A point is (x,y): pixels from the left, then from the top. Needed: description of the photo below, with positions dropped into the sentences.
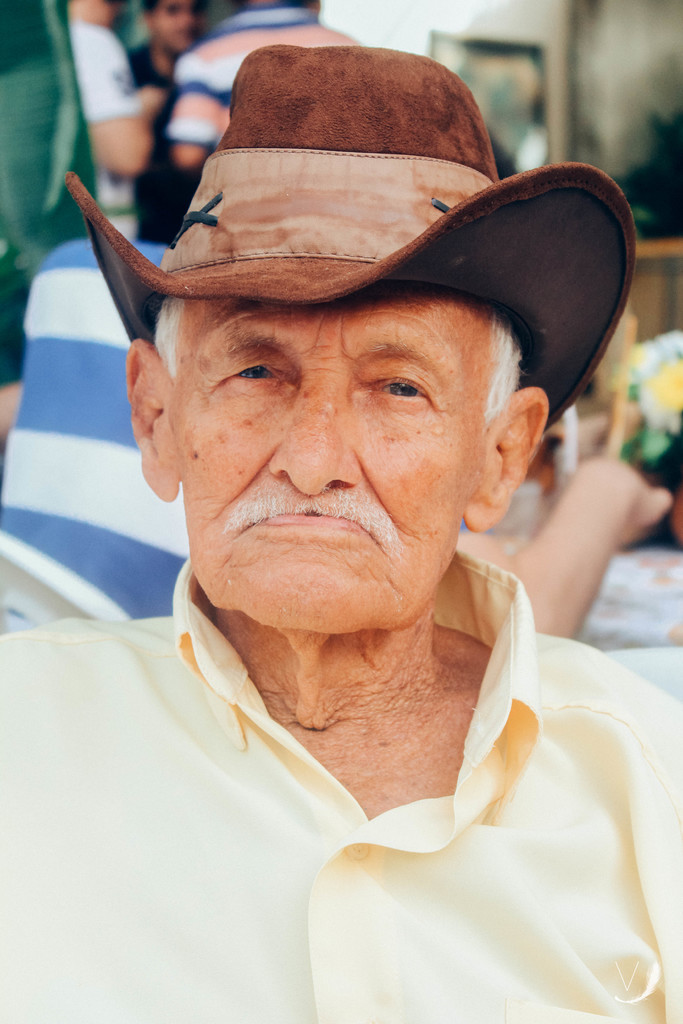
In the center of the image (365,375), we can see a person (332,407) wearing a hat (368,249) and in the background (447,64), there are some other people (208,99) and we can see some objects (464,61).
